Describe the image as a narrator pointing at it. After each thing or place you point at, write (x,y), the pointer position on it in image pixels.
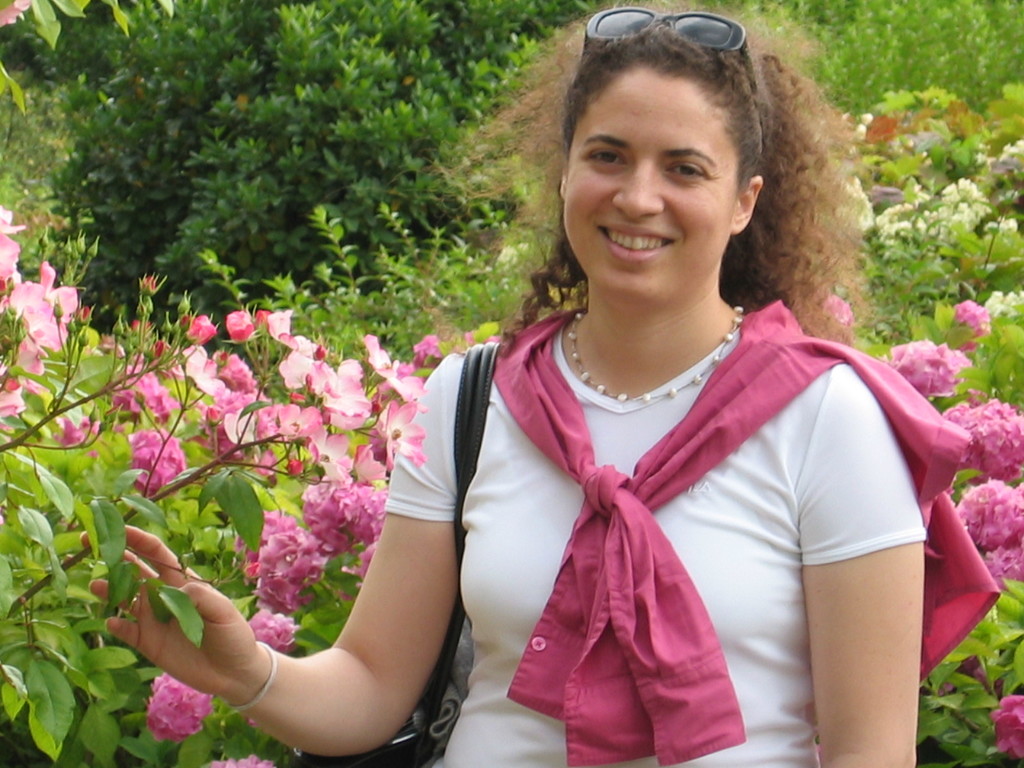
In the image I can see a lady (94,586) who is holding the stem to which there are some flowers (341,438) and also I can see some trees (448,19) and plants (191,706) to which there are some flowers (179,713).
